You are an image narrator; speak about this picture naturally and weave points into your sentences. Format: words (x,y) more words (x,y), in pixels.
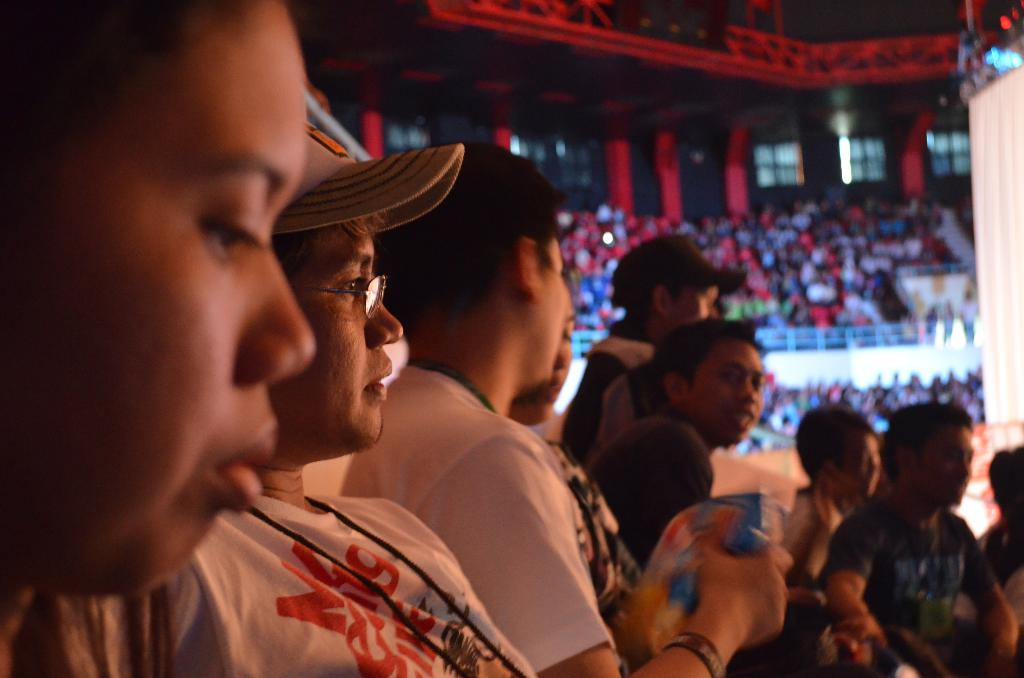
In the foreground of the image (439,364) there are people (650,397). In the background of the image (759,263) there are people (612,222) sitting in stands (736,233).
